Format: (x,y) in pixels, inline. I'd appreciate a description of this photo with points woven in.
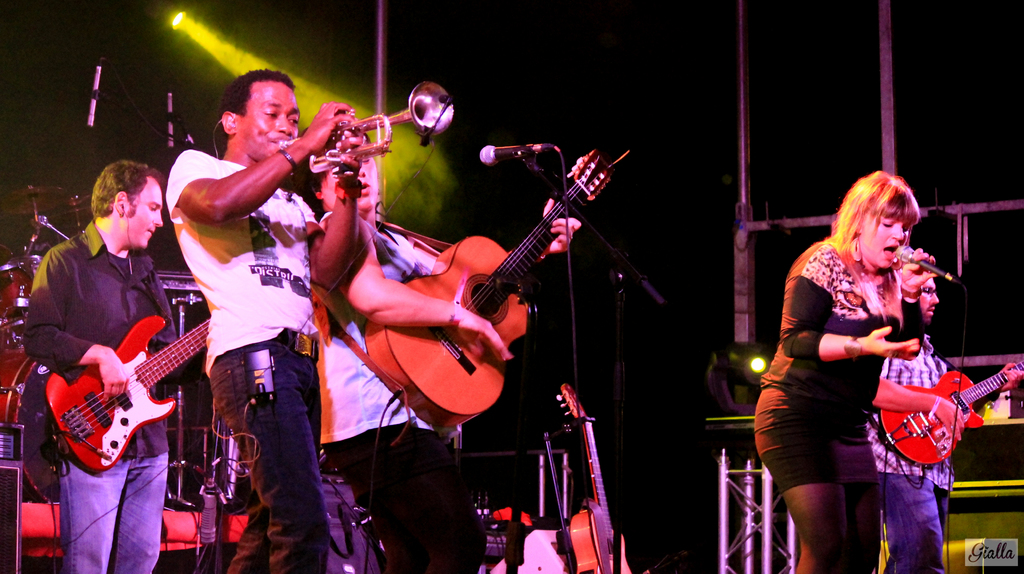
This is the picture of five people (207,363) on stage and playing some musical instruments (506,277) and behind them there are some musical instruments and guitars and also there is a yellow light (213,55).
